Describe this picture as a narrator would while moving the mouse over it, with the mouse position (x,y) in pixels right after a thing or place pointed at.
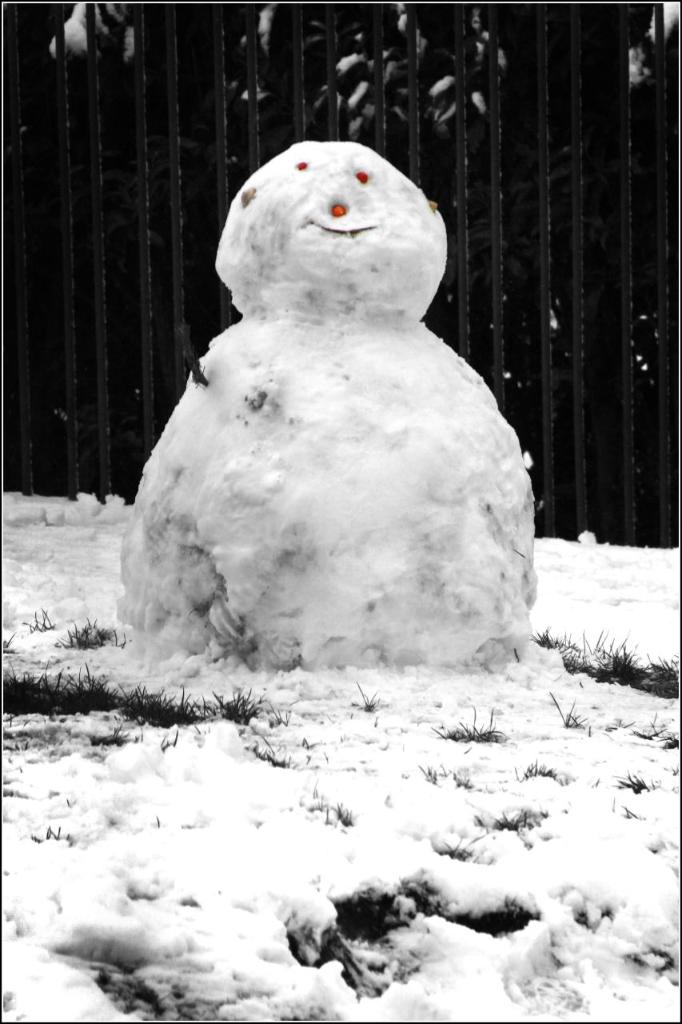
In this image, we can see a snowman (250,500) in front of rods (548,166).
